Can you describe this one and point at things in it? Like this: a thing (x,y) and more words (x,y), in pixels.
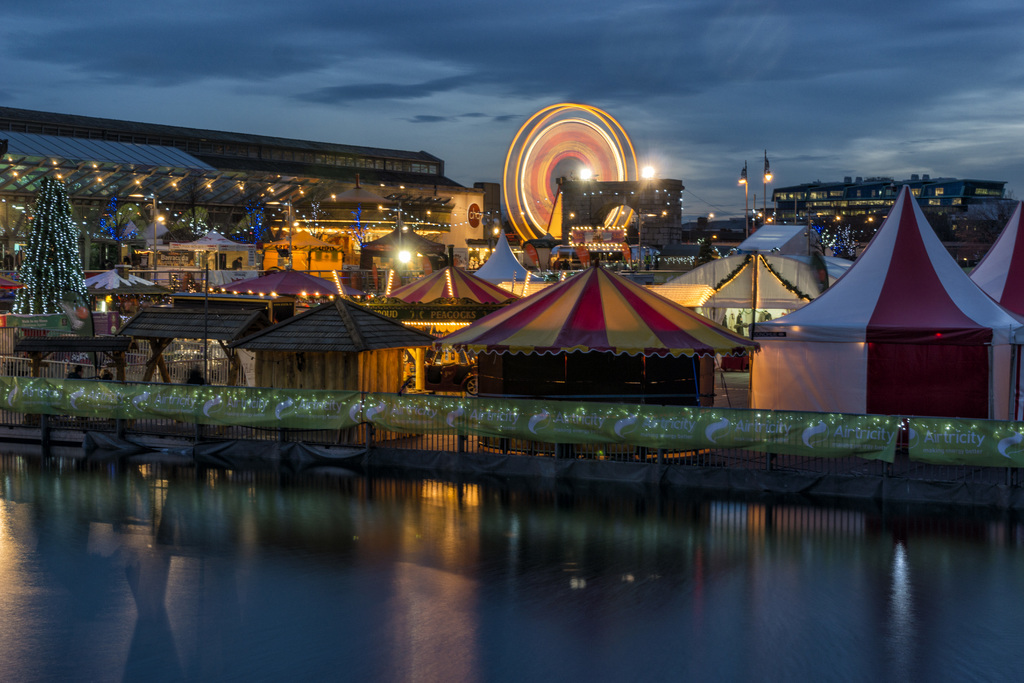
In this image I can see a lake (629,488) beside that there are so many tents (466,292), buildings (360,318), trees (71,220) and other objects (101,310).
